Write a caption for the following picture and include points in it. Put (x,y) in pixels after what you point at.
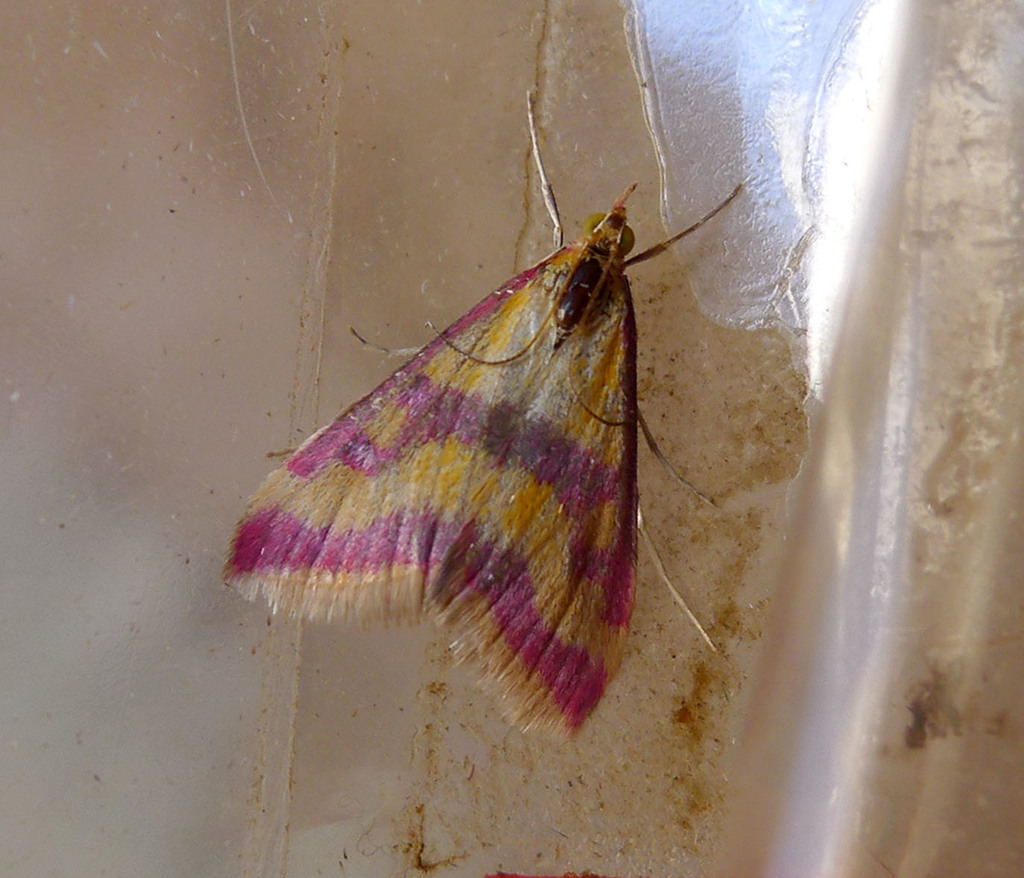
In this picture I can see a moth (469,601) on the wall (650,351), it is yellow and pink in color.
